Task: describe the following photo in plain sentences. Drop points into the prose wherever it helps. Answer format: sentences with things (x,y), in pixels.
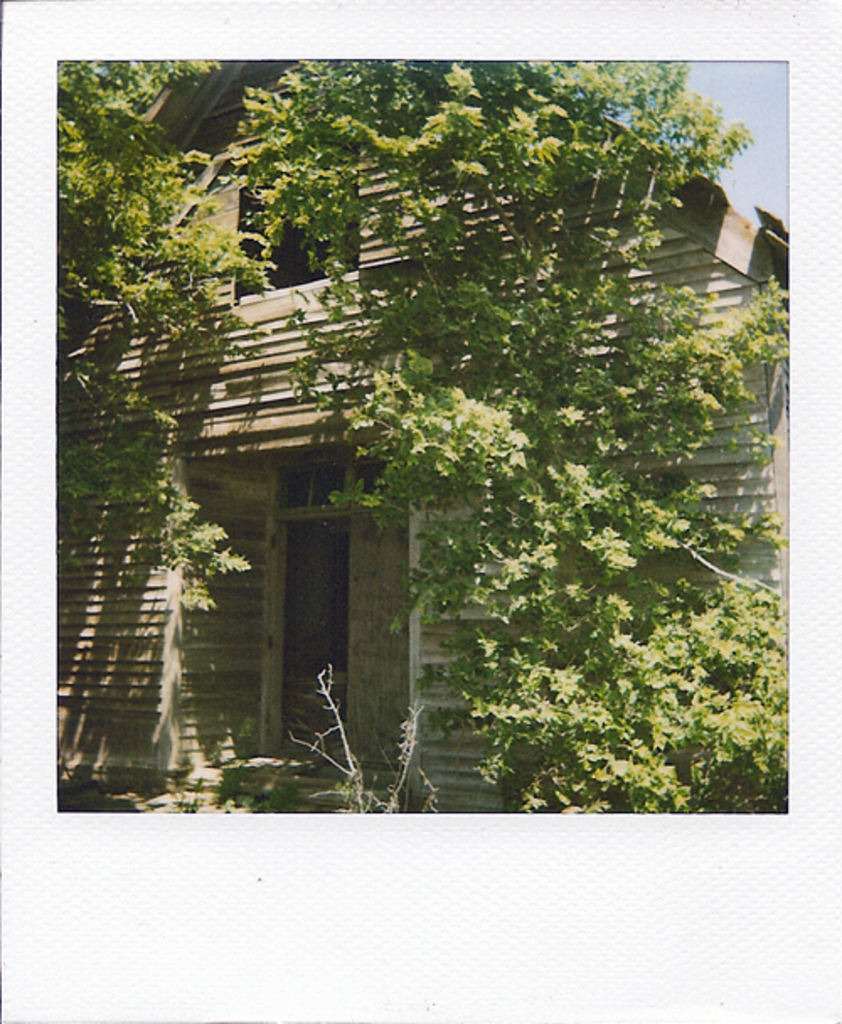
This image consists of a picture. In the middle of the image (382,608) there is a wooden house (743,470) with walls (724,305), a window (289,239) and a door (328,650). There are a few trees (514,494) and plants (284,104) with green leaves (712,643). At the top right of the image (745,83) there is a sky (743,168).
